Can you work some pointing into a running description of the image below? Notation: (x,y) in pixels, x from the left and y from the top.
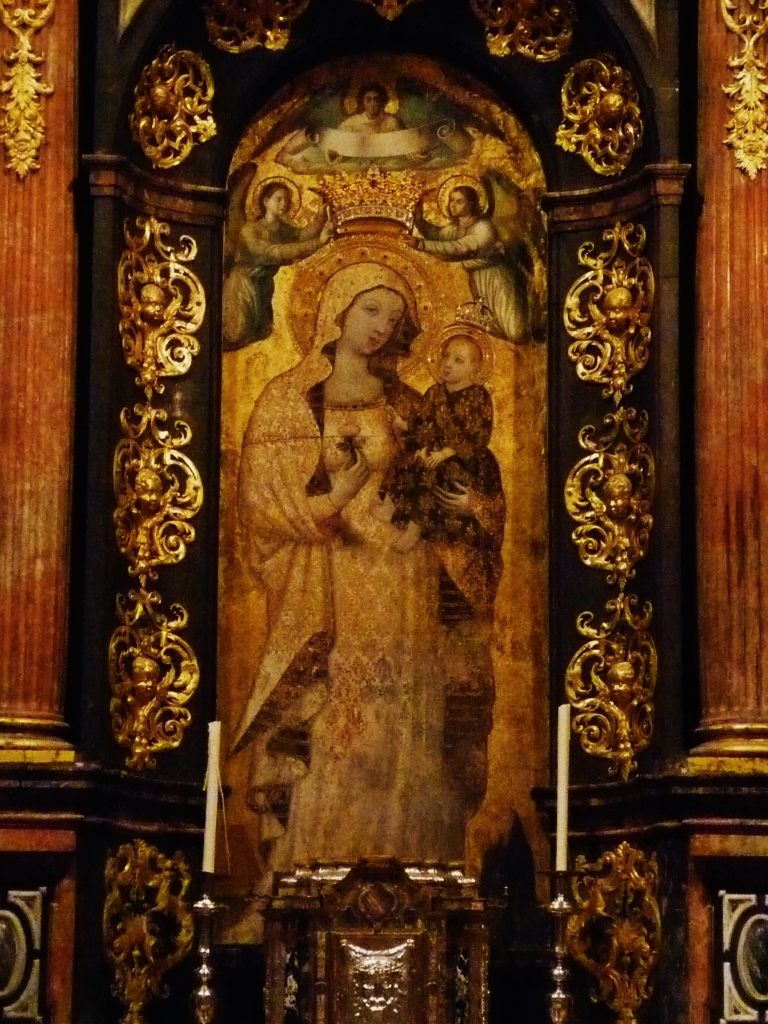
In this image there is an art (401,579) in the middle (376,385). In the art (401,579) we can see that there is a woman (428,600) who is holding the kid (405,499). There is a design (145,325) around the art (240,912). At the bottom (209,848) there are two candles (205,858) kept on the candle stand (562,900). There are pillars (47,319) on either side of the image.
